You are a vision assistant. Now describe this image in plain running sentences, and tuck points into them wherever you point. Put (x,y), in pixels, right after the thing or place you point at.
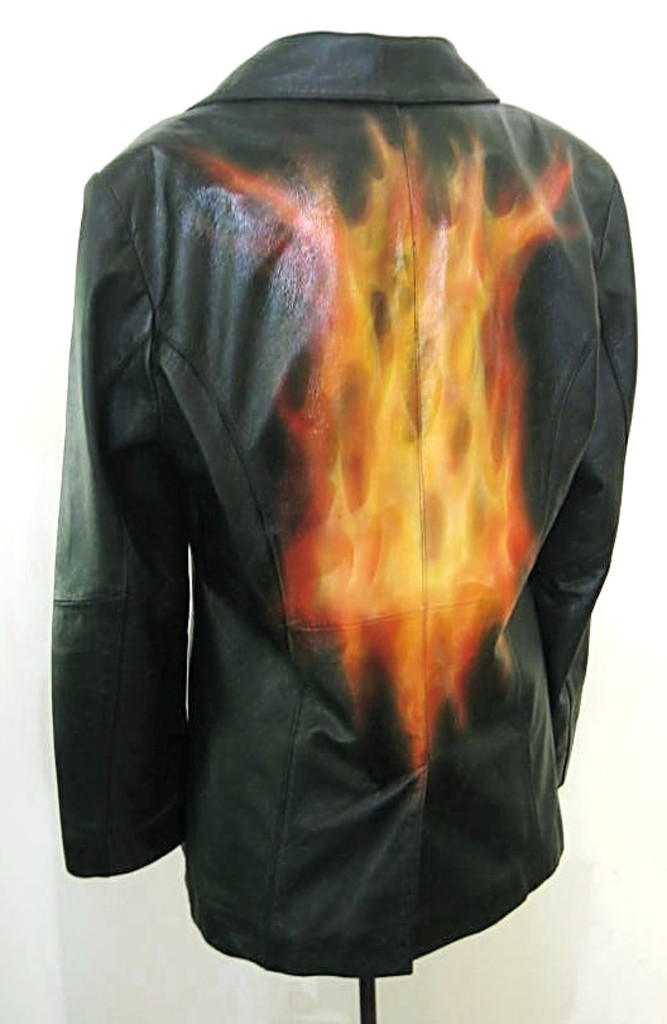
In this image I can see a jacket (305,422) which has fire type design (387,507) in the back (344,391).
